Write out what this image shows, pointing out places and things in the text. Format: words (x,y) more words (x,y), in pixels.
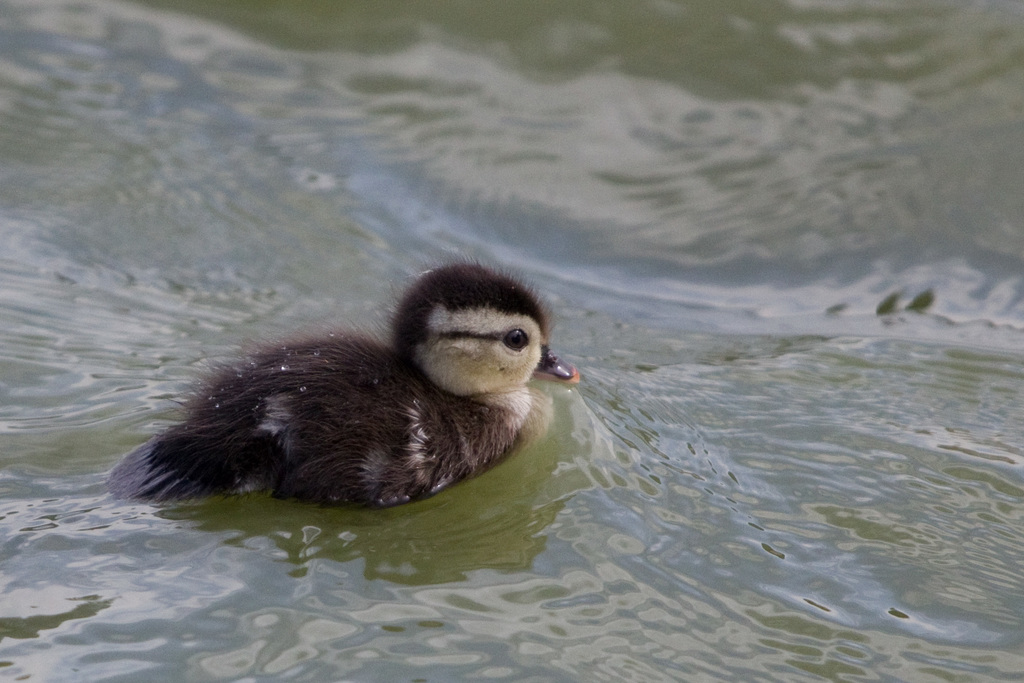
In this image we can see a bird (437,369) in the water (599,324).
